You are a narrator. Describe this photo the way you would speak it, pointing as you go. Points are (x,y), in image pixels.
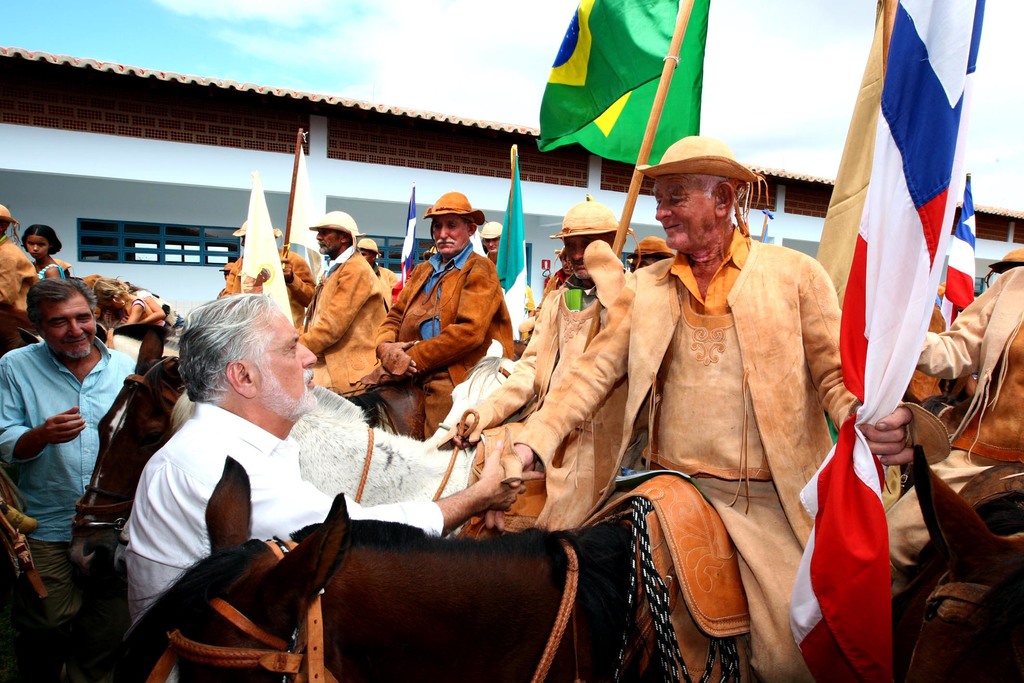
In this picture we can see group of people (334,323), few (270,346) are standing, and few (770,465) are seated on the horse (528,558), and they hold flag (900,319) in their hands (901,449), in the background (420,186) we can see a building (224,195).
